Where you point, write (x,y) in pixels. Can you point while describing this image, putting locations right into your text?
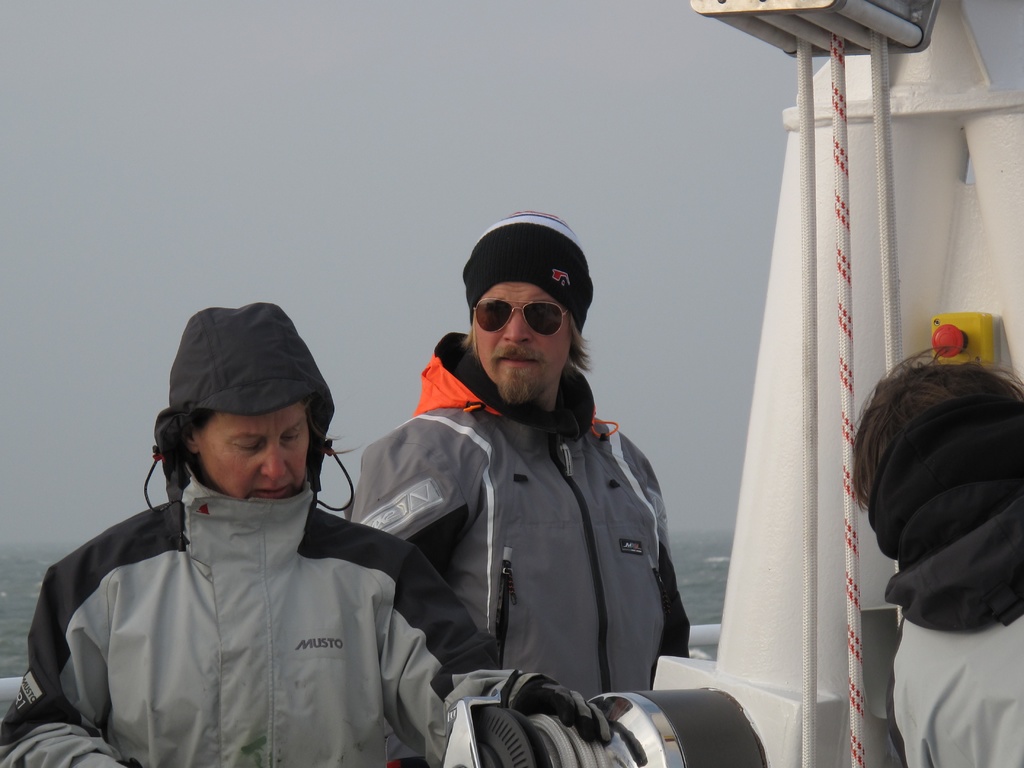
In this picture I can observe three members (429,511) in the boat (468,758). One of them is wearing spectacles (543,318). In the background (6,506) I can observe sky (130,508).
